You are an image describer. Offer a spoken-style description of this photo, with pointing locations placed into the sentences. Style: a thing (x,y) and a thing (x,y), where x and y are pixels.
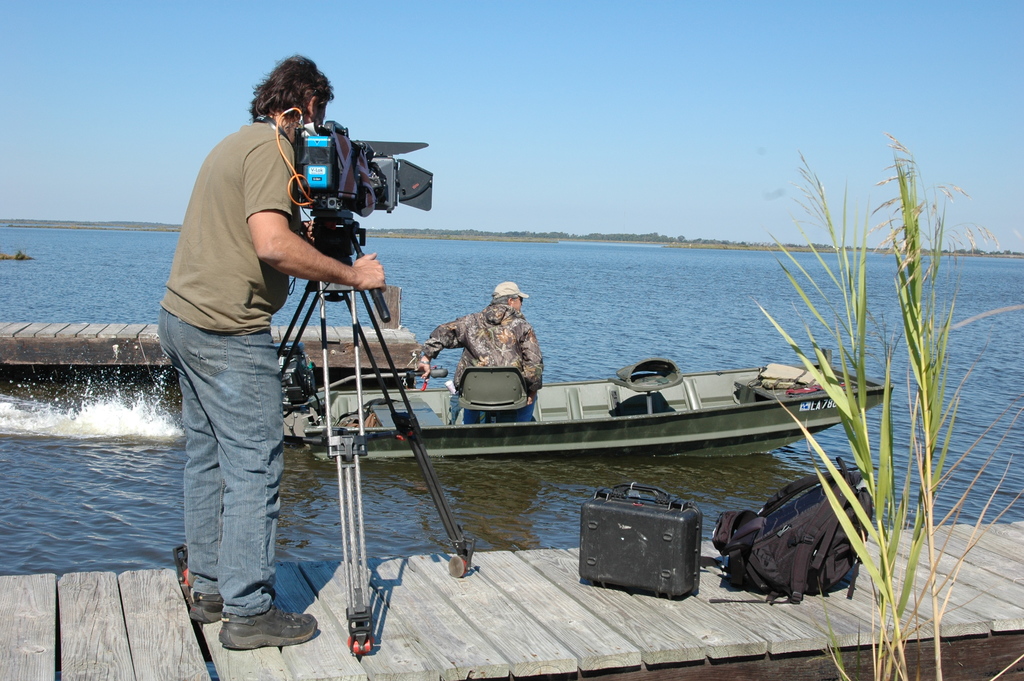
In this image there is a river (590,304), in that river (590,304) there is boat (618,396), on that boat (618,396) there is a man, near to the river (603,305) there is a path (523,573), on that path (422,602) man (253,593) standing holding a camera (324,210), beside that camera stand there are two bags (612,552).
